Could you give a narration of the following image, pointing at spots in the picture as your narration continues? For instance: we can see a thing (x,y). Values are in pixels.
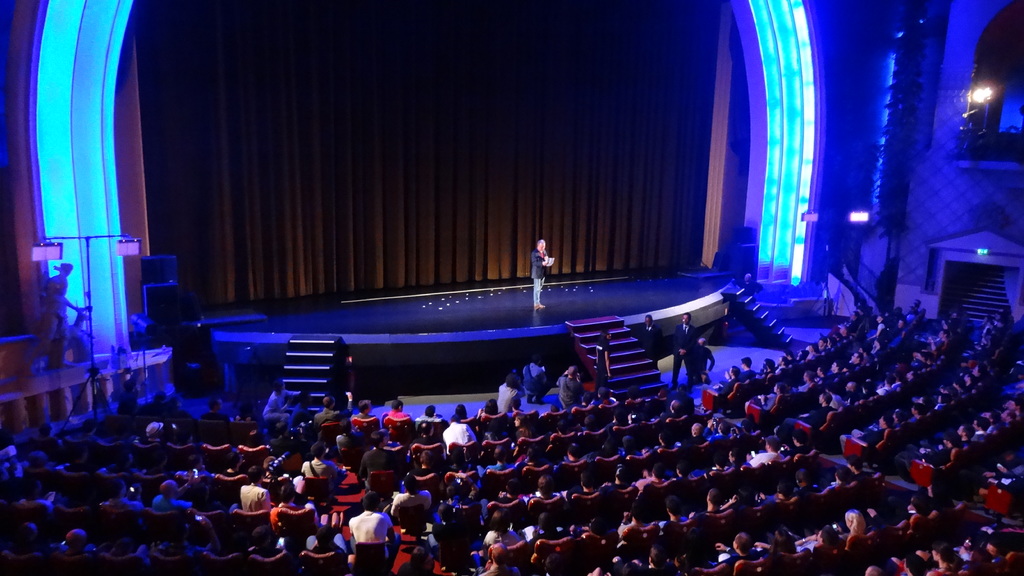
In this image we can see the stage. And we can see people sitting in chairs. And we can see the stairs (752,317). And we can see the lights (93,118). And we can see one person (542,272) standing on the stage (201,316).
